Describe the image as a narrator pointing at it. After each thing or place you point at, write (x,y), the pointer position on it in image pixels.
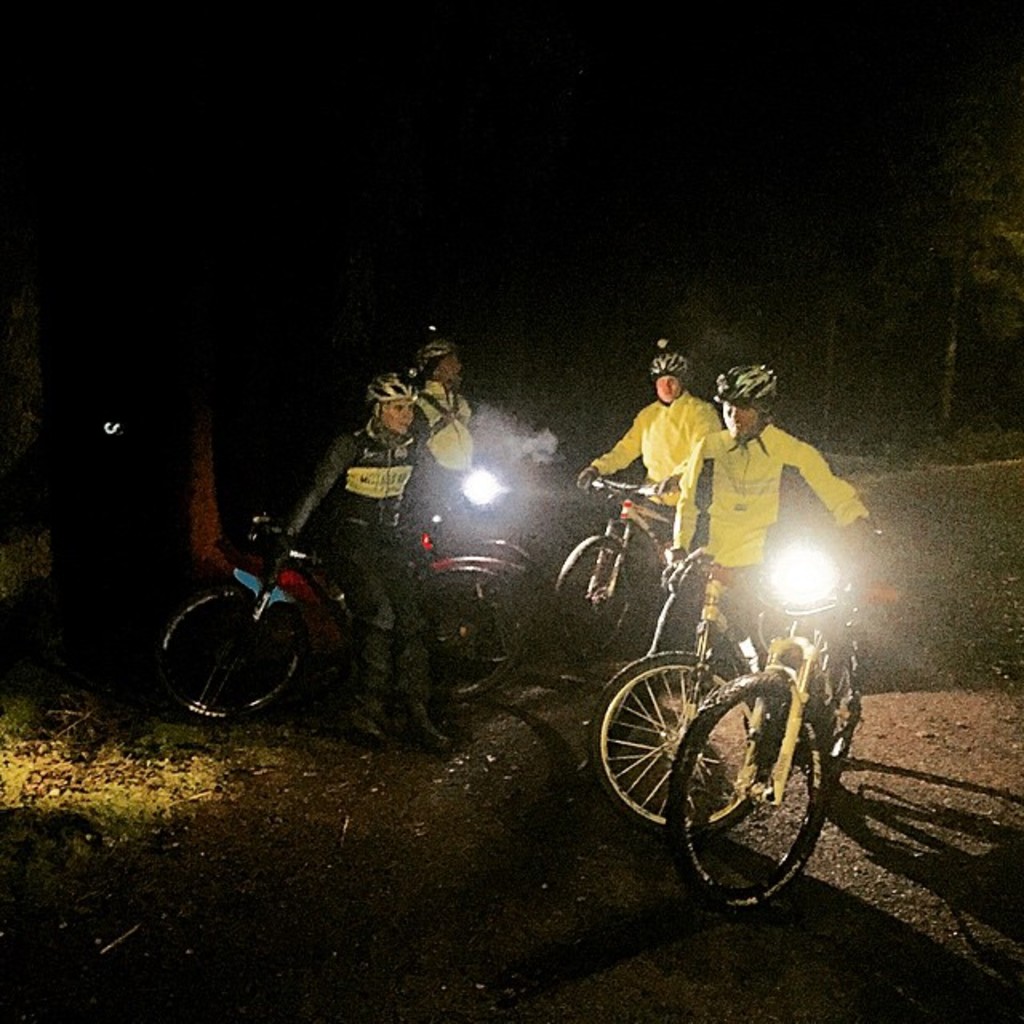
In the foreground (787,551) I can see four persons (740,602) are standing with bicycles (302,660) on the ground (506,834). In the background (1023,645) I can see grass (1020,662) and trees (1003,201). This image is taken, may be during night.
